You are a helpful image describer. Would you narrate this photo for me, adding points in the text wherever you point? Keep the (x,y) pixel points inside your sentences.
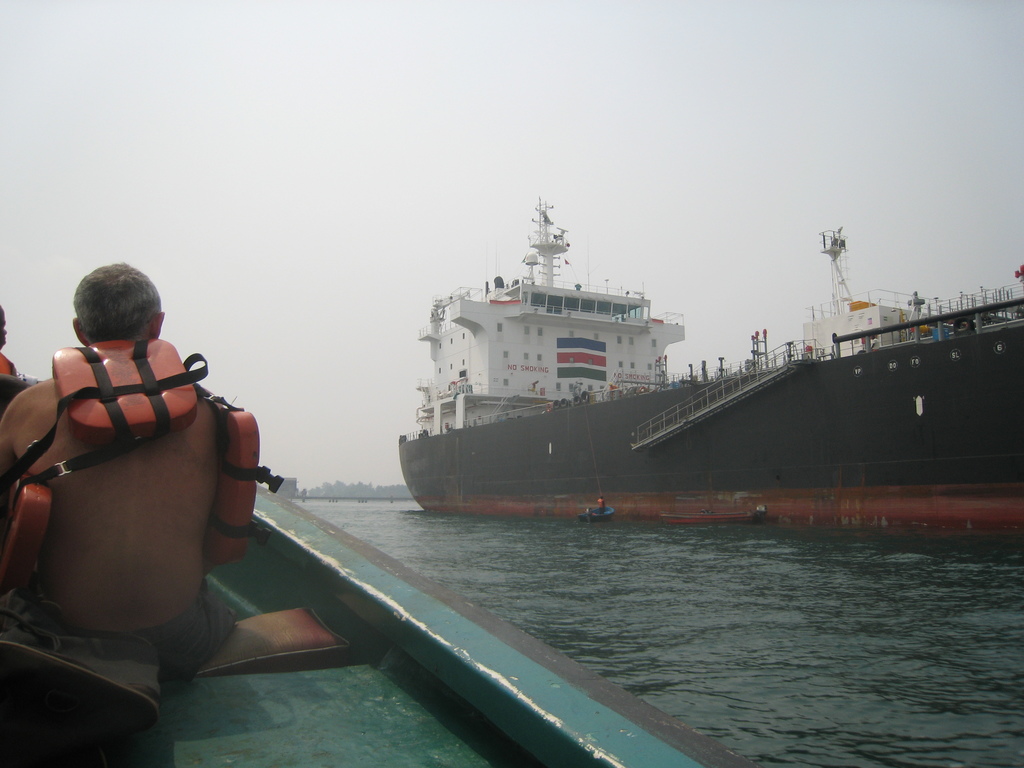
In this picture we can see a big ship (758,416) on the water (638,621). On the left side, we can see a man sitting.
